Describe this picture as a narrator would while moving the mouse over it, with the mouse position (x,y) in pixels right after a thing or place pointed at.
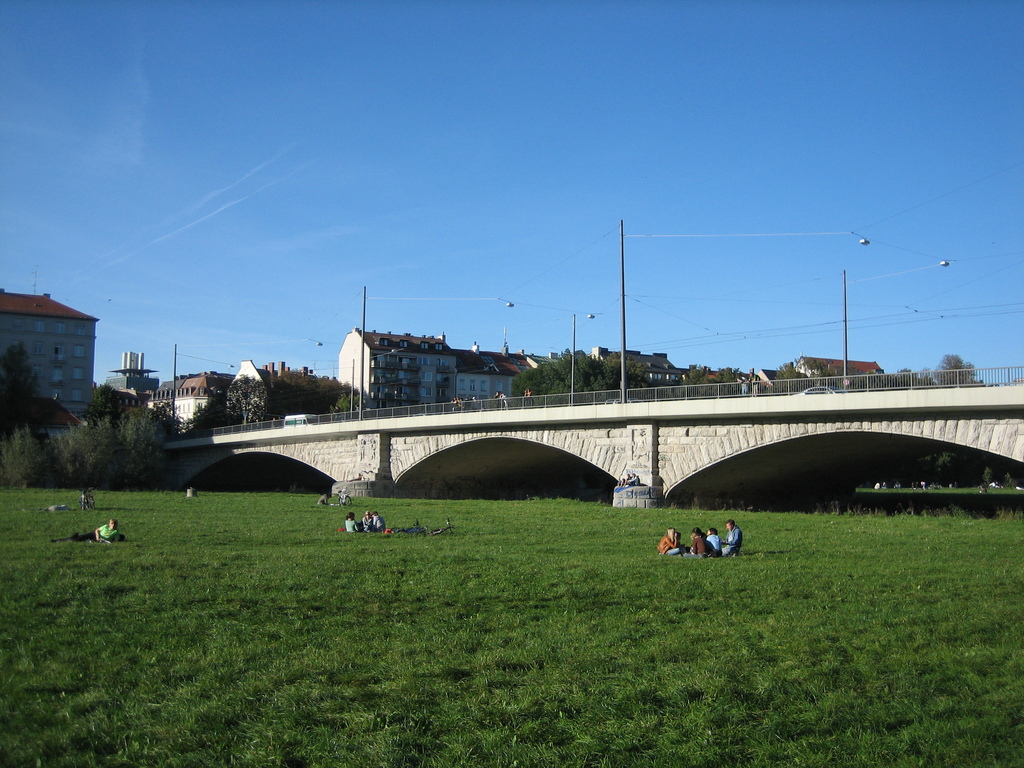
In this image we can see a few people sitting in the grass (349,599), there we can see a few people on the bridge (567,409), fence (632,391), few trees (111,415), few electrical poles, cables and lights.
